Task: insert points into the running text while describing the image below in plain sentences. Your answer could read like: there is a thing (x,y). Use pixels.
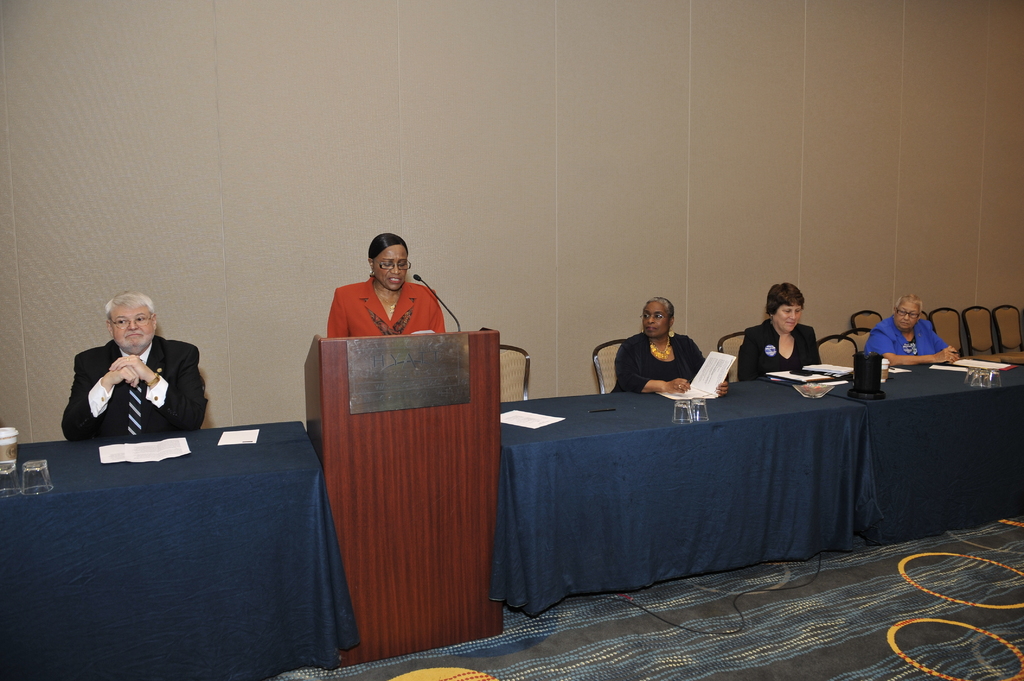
In this picture we can see woman (392,317) standing at podium (495,472) and talking on mic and beside to her we can see three woman (693,352) sitting on chair (722,348) and on this side man (120,375) sitting and in front of them there is table (613,424) and on table (48,514) we can see glasses (39,472), papers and in background (531,204) we can see wall (630,237).
